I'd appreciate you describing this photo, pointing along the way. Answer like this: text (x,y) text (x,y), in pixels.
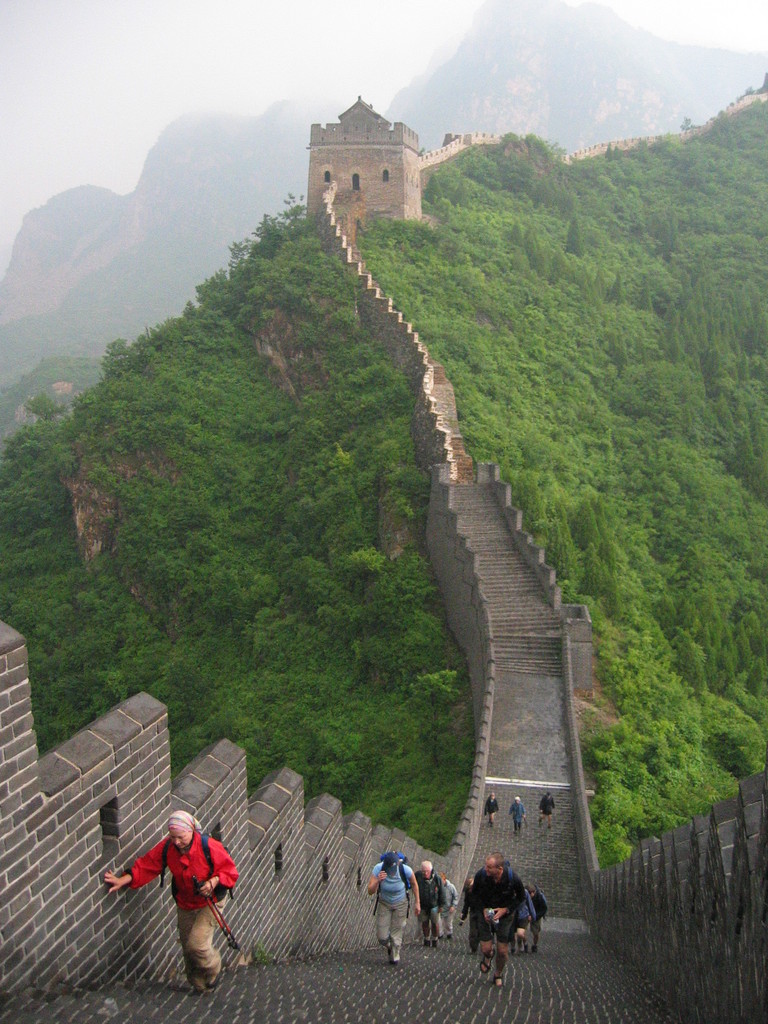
In this picture there are people (231,874) and we can see walls (654,972), steps (109,1000), trees (547,246) and fort (394,190). In the background of the image (443,79) we can see hills (692,60) and sky (232,69).
